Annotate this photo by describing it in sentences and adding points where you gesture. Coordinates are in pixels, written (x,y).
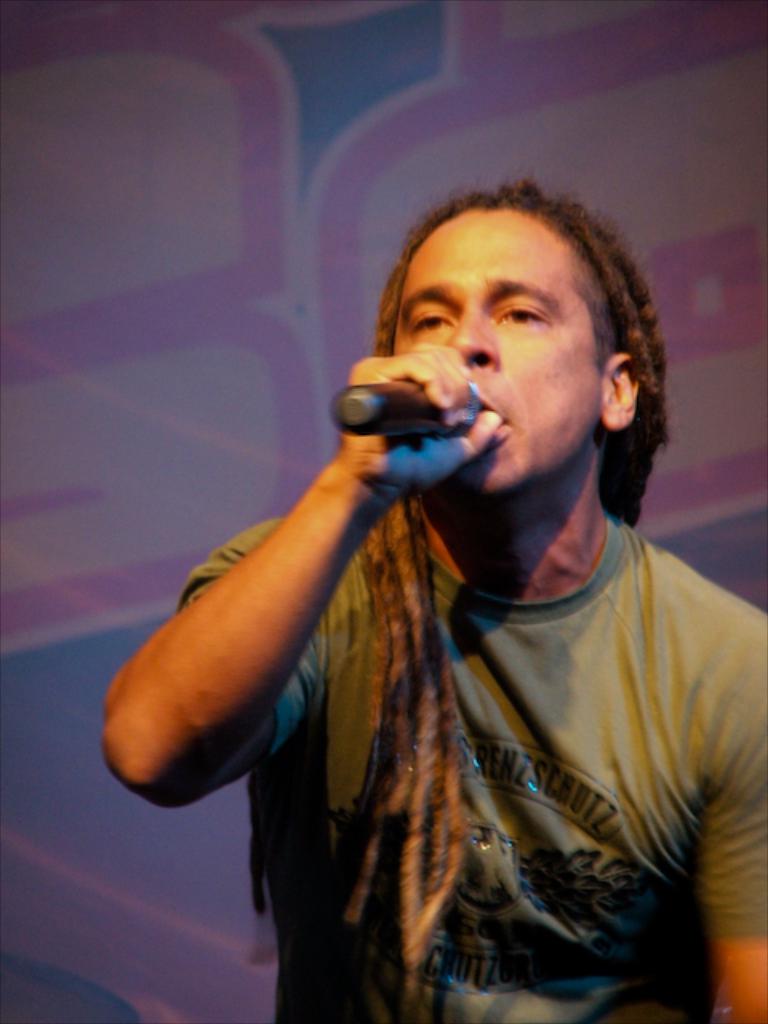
This picture contain a man (585,882) who is wearing green t-shirt (630,739) is holding microphone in his hand (488,433) and he is singing song on a microphone (364,416). Behind him, we see a banner (137,235) which is in purple and blue color.
